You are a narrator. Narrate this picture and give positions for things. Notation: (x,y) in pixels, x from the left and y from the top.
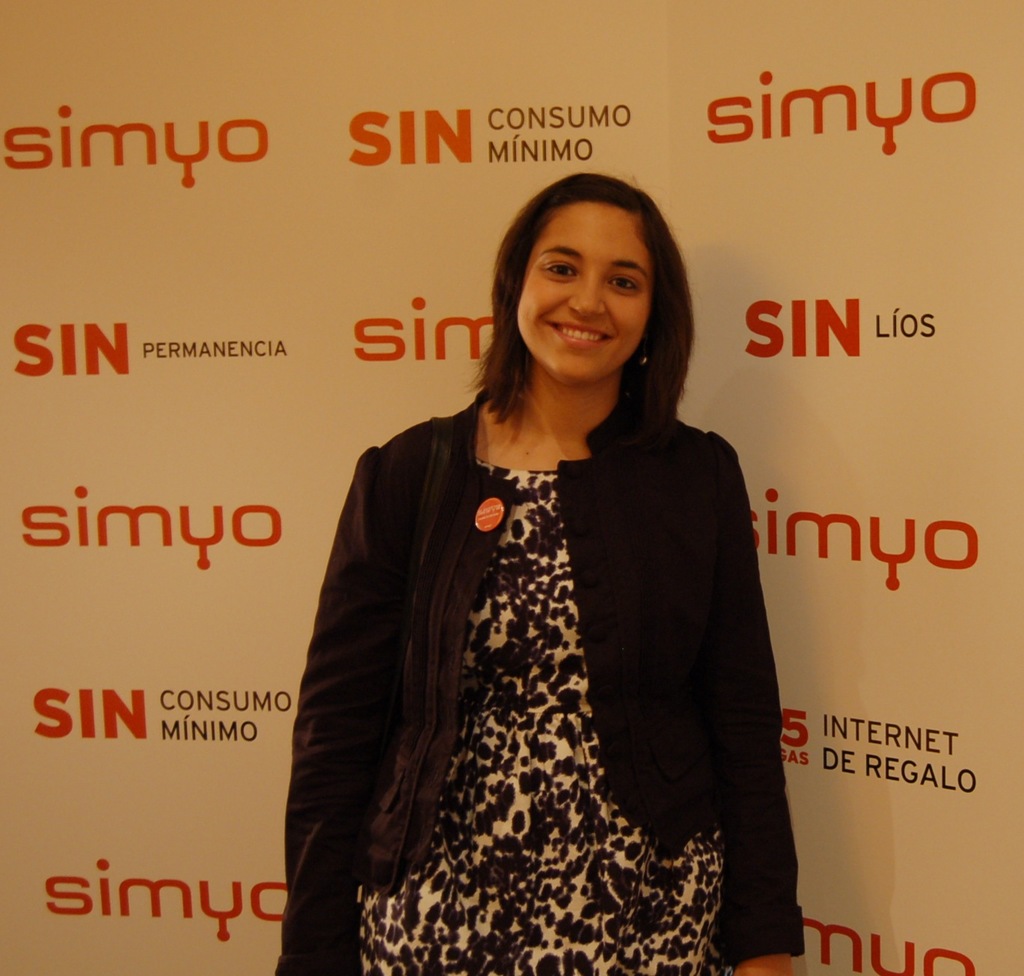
In the image we can see there is a woman (659,487) standing and she is wearing a black colour coat (459,543). Behind there is banner (250,330) on the wall (241,354) and its written ¨Simyo¨.
